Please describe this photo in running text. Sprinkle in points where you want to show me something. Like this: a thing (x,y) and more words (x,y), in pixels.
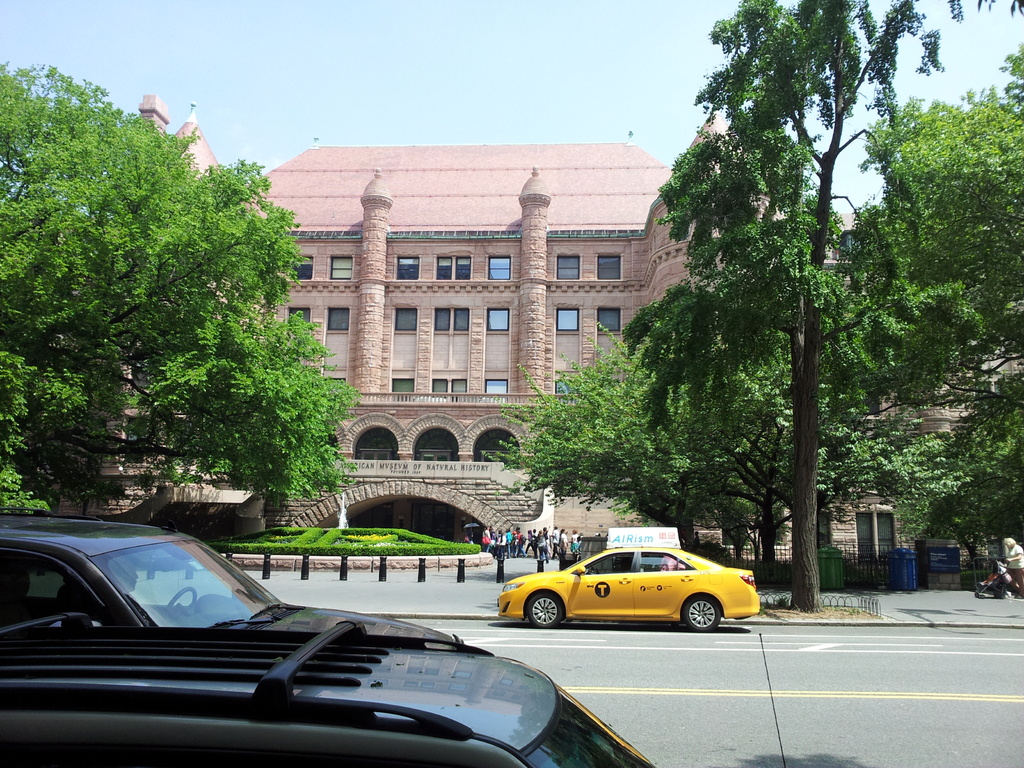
This image is taken outdoors. At the bottom of the image (761,712) there is a road (673,685). On the left side of the image (206,618) a car (273,676) is parked on the road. The car (143,577) is black in color. There is a tree (147,348) with green leaves (163,393), stems (127,362) and branches (99,209). At the top of the image (461,77) there is the sky (574,71). On the right side of the image (854,460) there are a few trees (890,381) and a person (1007,550) is standing and is holding a stroller (985,587) with the hands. There are two dustbins (890,571) on the sidewalk (924,613) and there is a board (943,568) with a text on it. In the middle of the image (450,358) there is a building (543,343) with walls (513,329), windows (463,317), doors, pillars (529,317) and there is a board (410,470) with a text (440,472) on it. There is a fountain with water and there are a few plants (367,532). Many people (498,549) are walking on the floor (515,571) and a car (618,554) is moving on the road (672,624).
